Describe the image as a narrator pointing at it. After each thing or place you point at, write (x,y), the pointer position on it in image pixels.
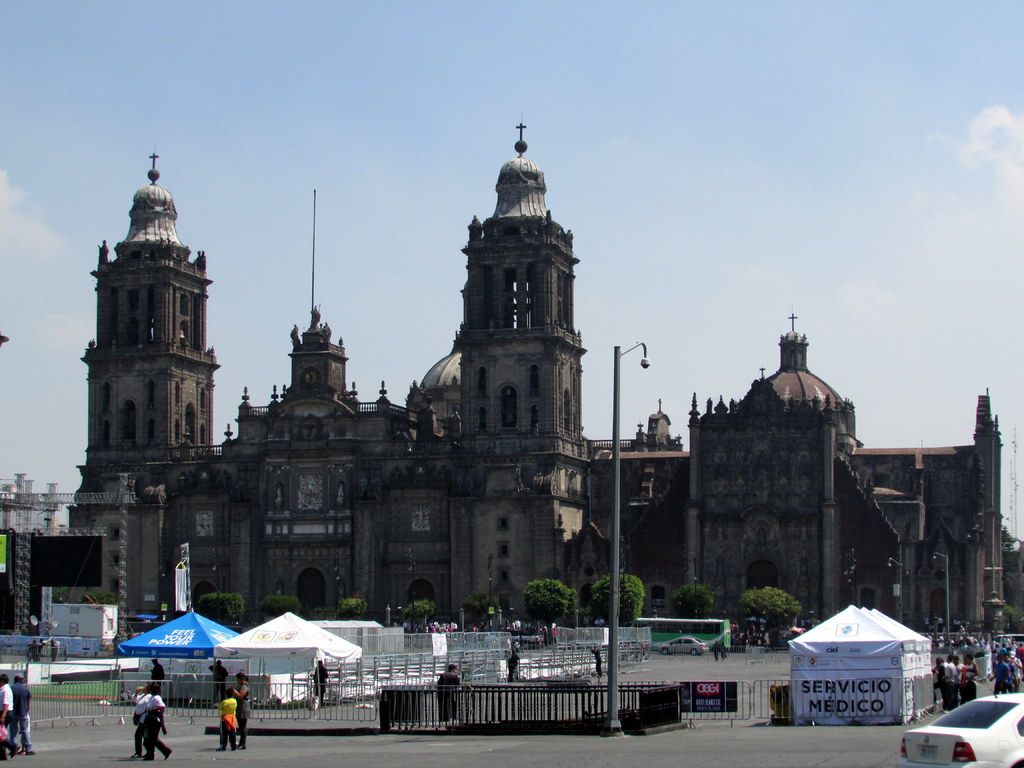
In this picture we can see some people (957,658) are walking and some people (968,674) are standing on the road (734,767). Behind the people (141,714) there are iron grilles (479,692), barrier (549,693), stalls (928,701), poles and trees (759,598). Behind the stalls (300,640) there are some vehicles (656,635) on the road (671,660) and behind the vehicles (676,631) there are buildings (429,527) and the sky (675,215). In front of the building (167,465), it is looking like a hoarding (58,560).
